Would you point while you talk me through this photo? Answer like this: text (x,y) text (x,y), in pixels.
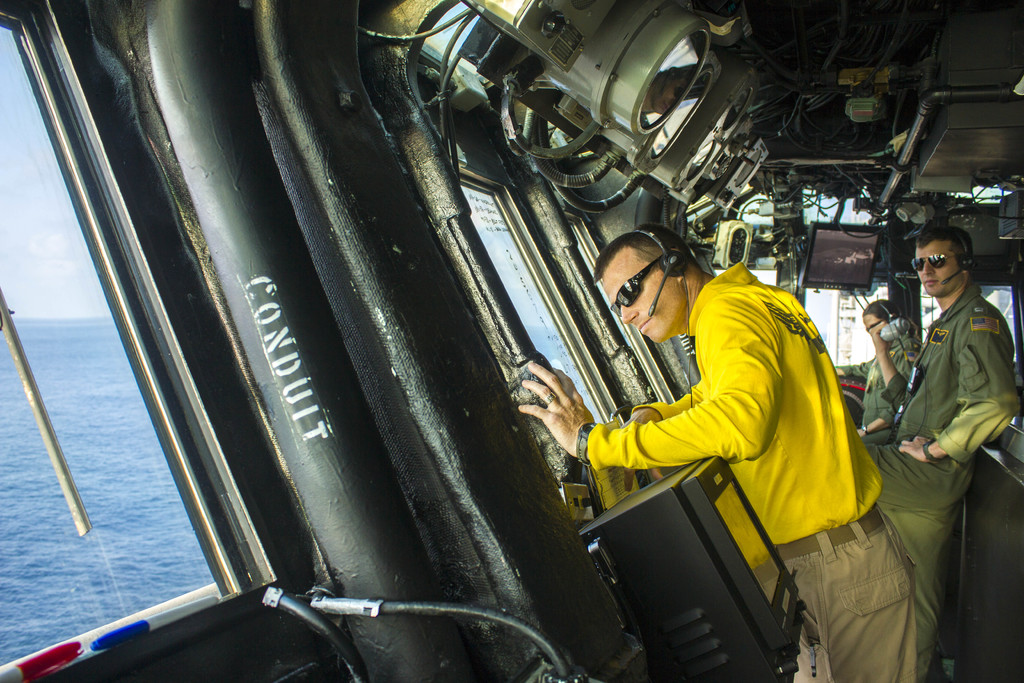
In this image we can see a ship (410,529) on the water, in the ship (406,497) we can see three persons (755,503) standing and wearing head phones (673,273), in the background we can see the sky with clouds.
